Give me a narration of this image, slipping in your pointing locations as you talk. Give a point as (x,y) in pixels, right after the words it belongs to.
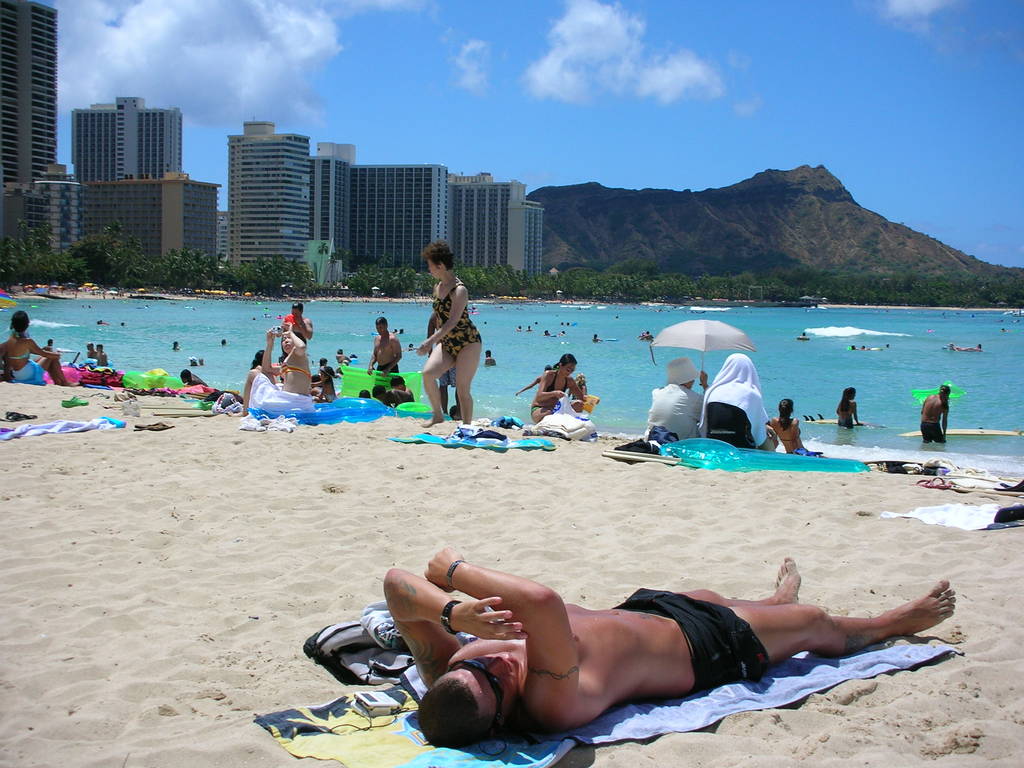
The picture is taken in a beach (535,473). In the foreground of the picture (427,349) there are people (464,391), mats (57,429), clothes (275,397), umbrella (712,347), sand (506,511) and many other objects (551,415). In the center of the picture (611,356) there is a water body (832,356), in the water (676,355) there are people (546,331). In the background (470,212) there are buildings (292,212), trees (133,264) and hill (677,253). Sky (450,89) is sunny.
